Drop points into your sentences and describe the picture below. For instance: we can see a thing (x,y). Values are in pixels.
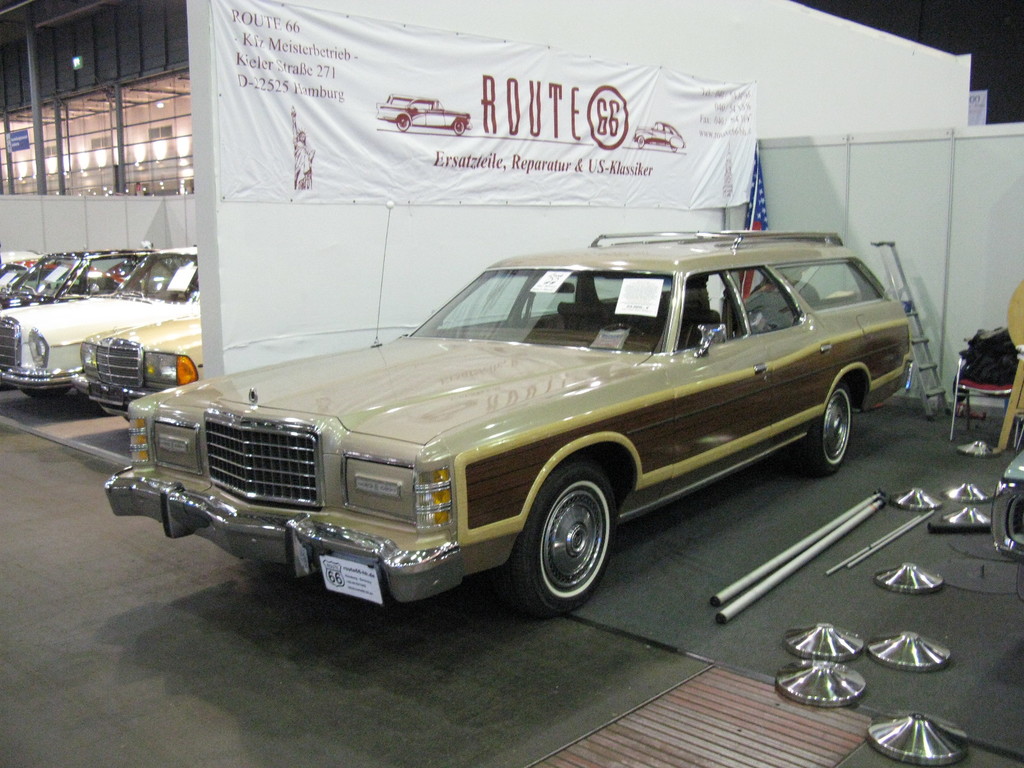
In the foreground (467,483), I can see five cars (442,497) on the floor (633,652) and its parts (767,584). In the background (711,154), I can see boards (422,129), fence (859,189), ladder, pillars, lights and so on.
